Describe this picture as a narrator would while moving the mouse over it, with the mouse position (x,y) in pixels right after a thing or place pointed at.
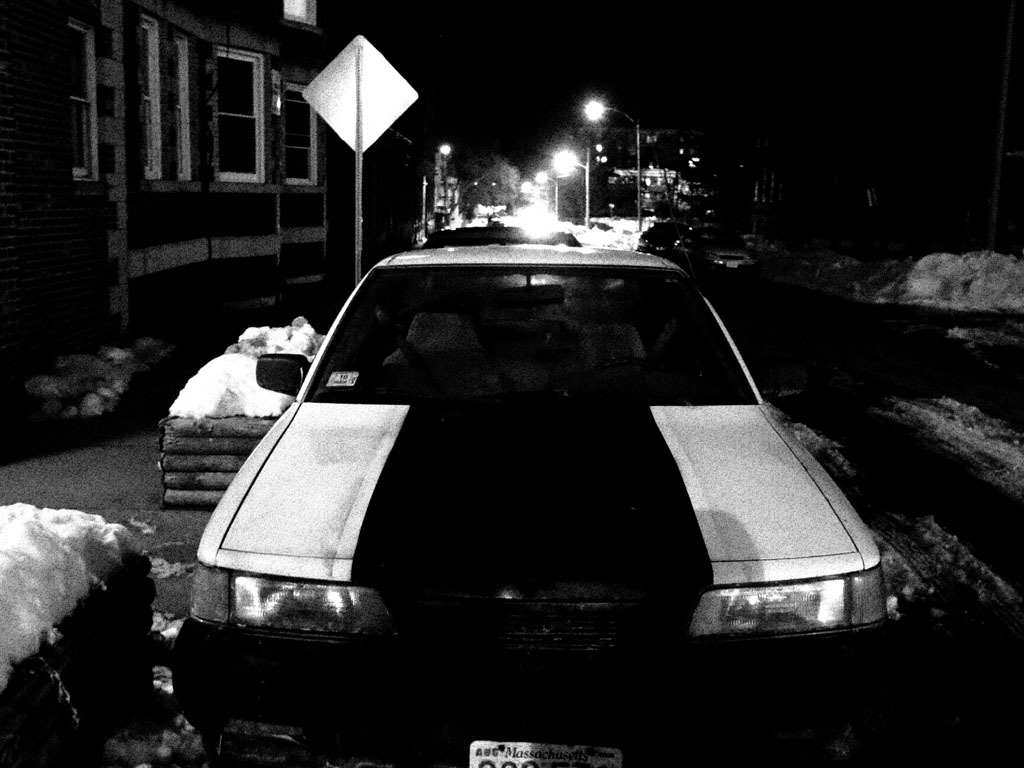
This is a black and white image. In the center (498,337) there is a car (443,525) parked on the ground (1017,603). On the left (222,457) there are some objects (33,377) placed on the ground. In the background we can see the street lights (595,104), poles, buildings (903,235) and a board (344,83).
